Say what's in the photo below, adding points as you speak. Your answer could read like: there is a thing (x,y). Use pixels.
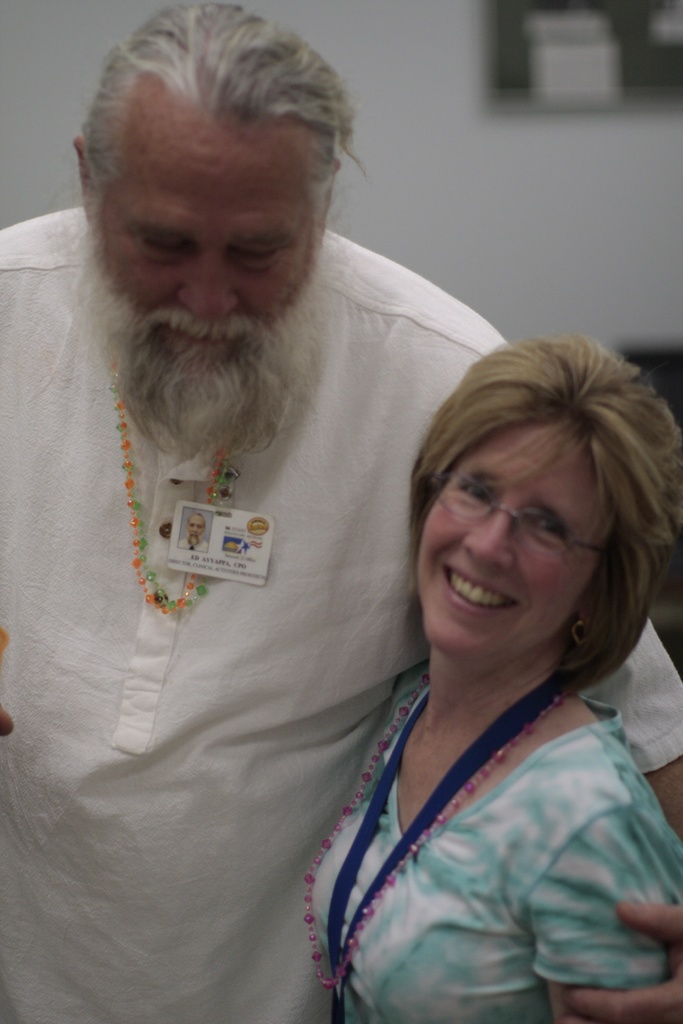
In this image, we can see a man (313,539) and a lady (500,500) wearing id cards (215,524) and one of them is wearing glasses (479,506). In the background (482,169), there is a wall (530,192) and we can see some other objects (579,11).
